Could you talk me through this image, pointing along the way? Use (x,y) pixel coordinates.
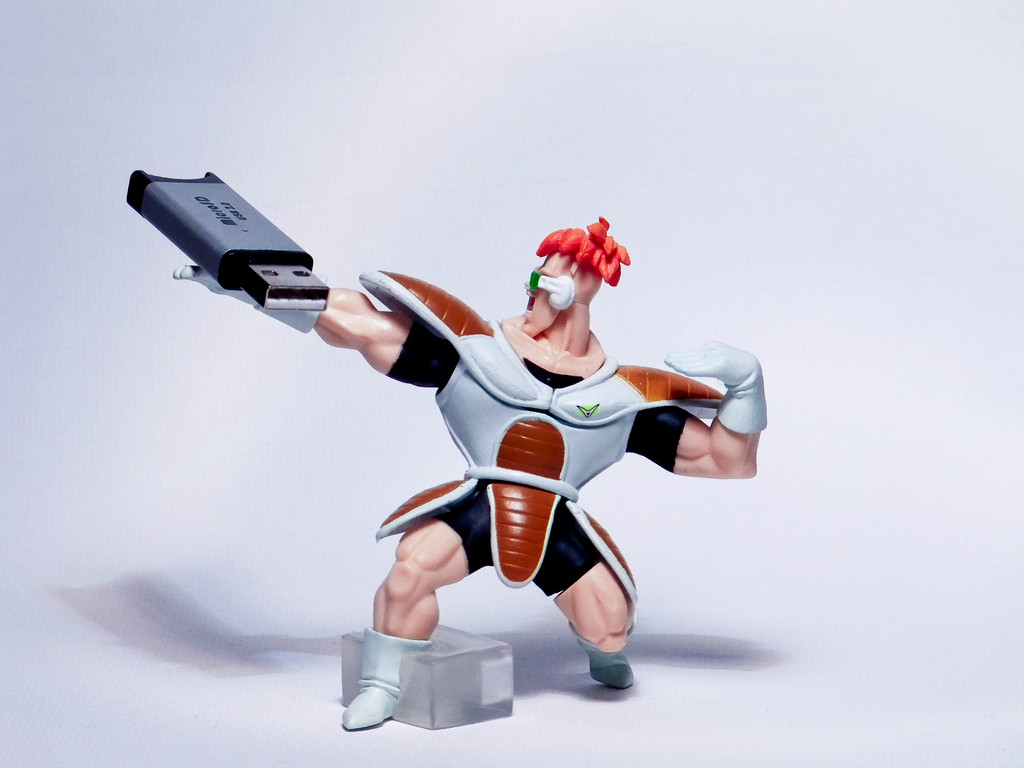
In this image I can see a toy (565,593) which is in the shape of a person (540,468) holding a pen drive (273,249). I can see it is in brown, white, orange, cream and black in color. I can see the white colored background (804,227).
